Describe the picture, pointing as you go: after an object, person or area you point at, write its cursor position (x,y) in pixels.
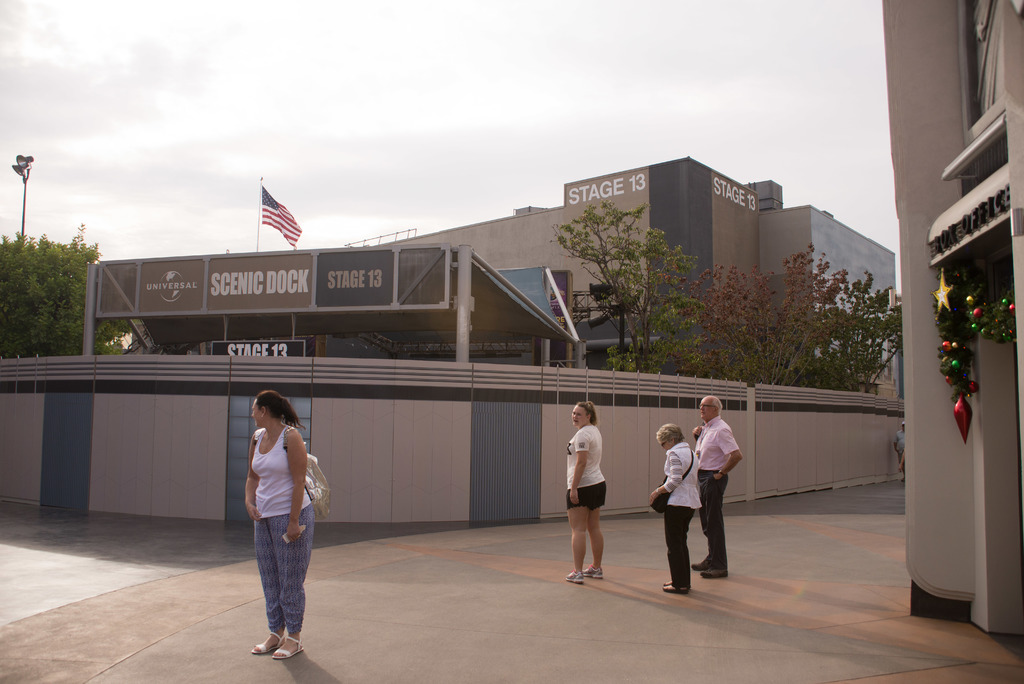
In the picture I can see people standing on the ground (379,553). In the background (512,366) I can see buildings (985,510), trees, a flag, fence wall (242,367) and some other objects (232,261). In the background (228,245) I can see the sky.
